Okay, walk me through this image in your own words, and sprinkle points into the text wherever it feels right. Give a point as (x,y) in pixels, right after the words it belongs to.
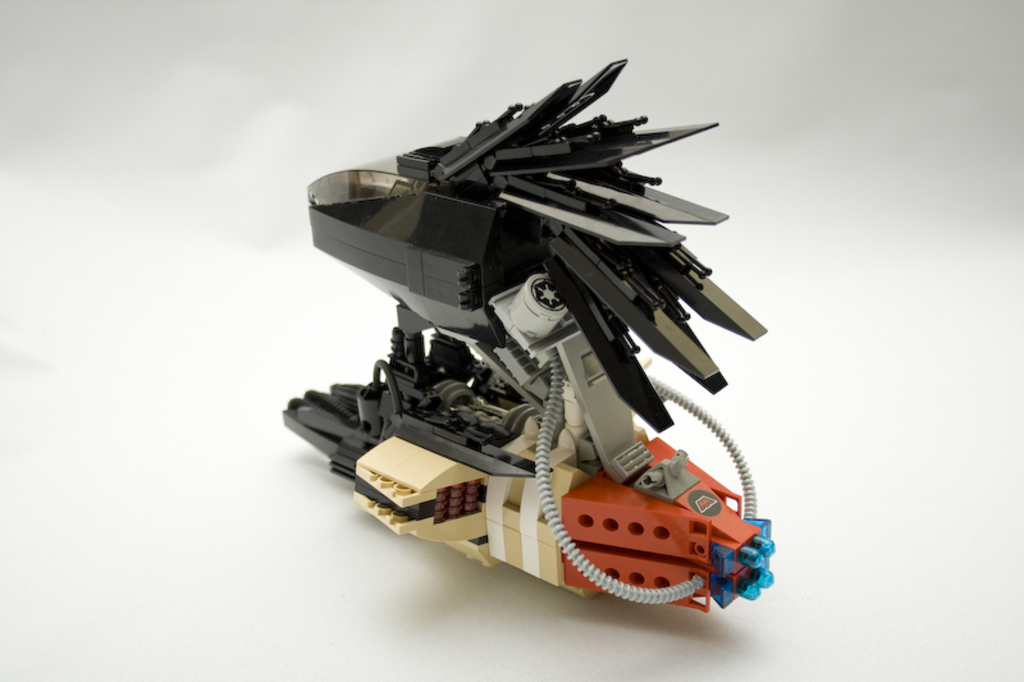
In this image there is a toy (494,370) on the white color object (177,419).
